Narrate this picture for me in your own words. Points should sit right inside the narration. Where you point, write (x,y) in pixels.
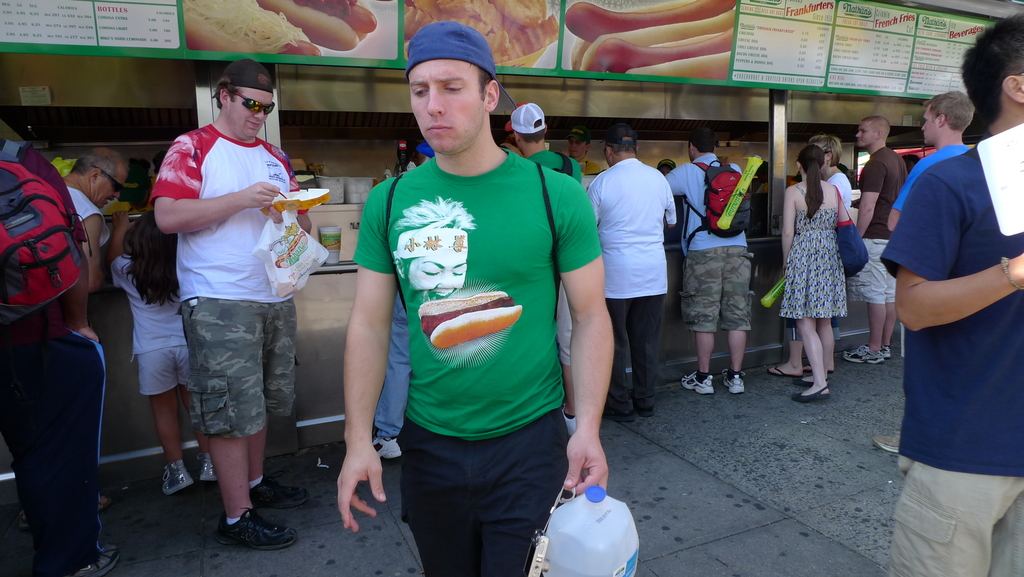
In this image I can see food court (553,35). In front of this many people (373,288) standing on the floor (746,450). In the foreground (500,442) a man (500,375) is holding a bottle (571,534) in the hand (579,474), wearing green color t-shirt (472,378), black color trouser (535,455), blue color cap (463,52) on the head (482,107) and walking.
